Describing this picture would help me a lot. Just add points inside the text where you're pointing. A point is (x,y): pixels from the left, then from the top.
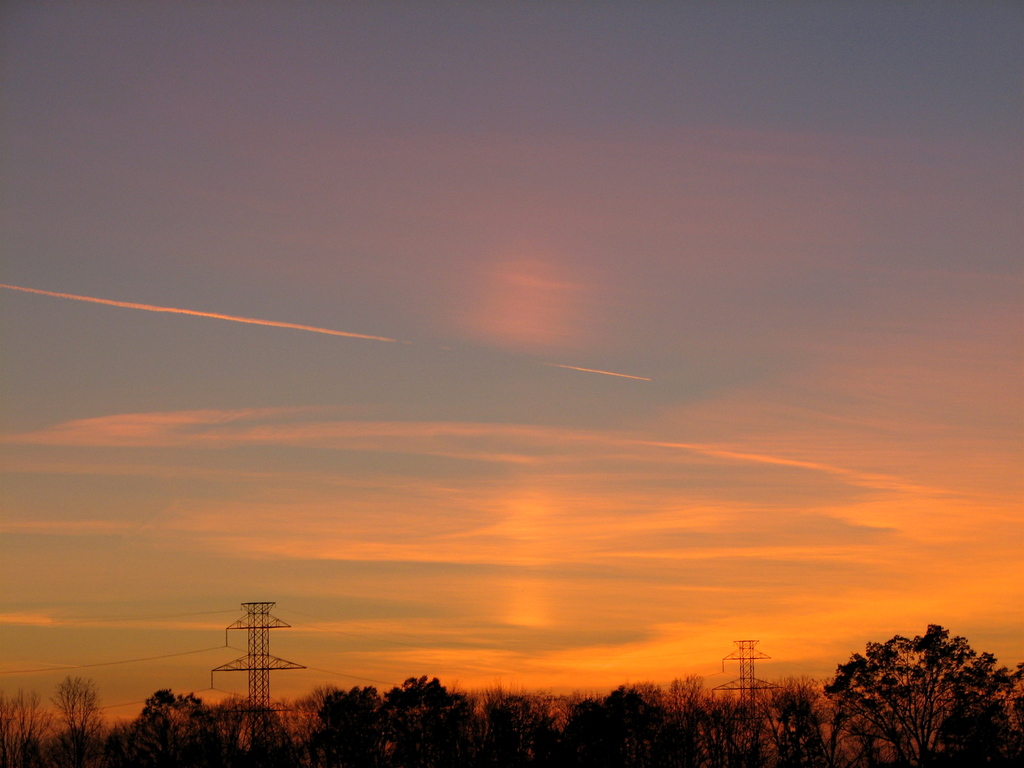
In this image we can see trees (265,716) and electric towers (273,662) with cables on top of it, at the top of the image (596,237) we can see the sky (500,424).
